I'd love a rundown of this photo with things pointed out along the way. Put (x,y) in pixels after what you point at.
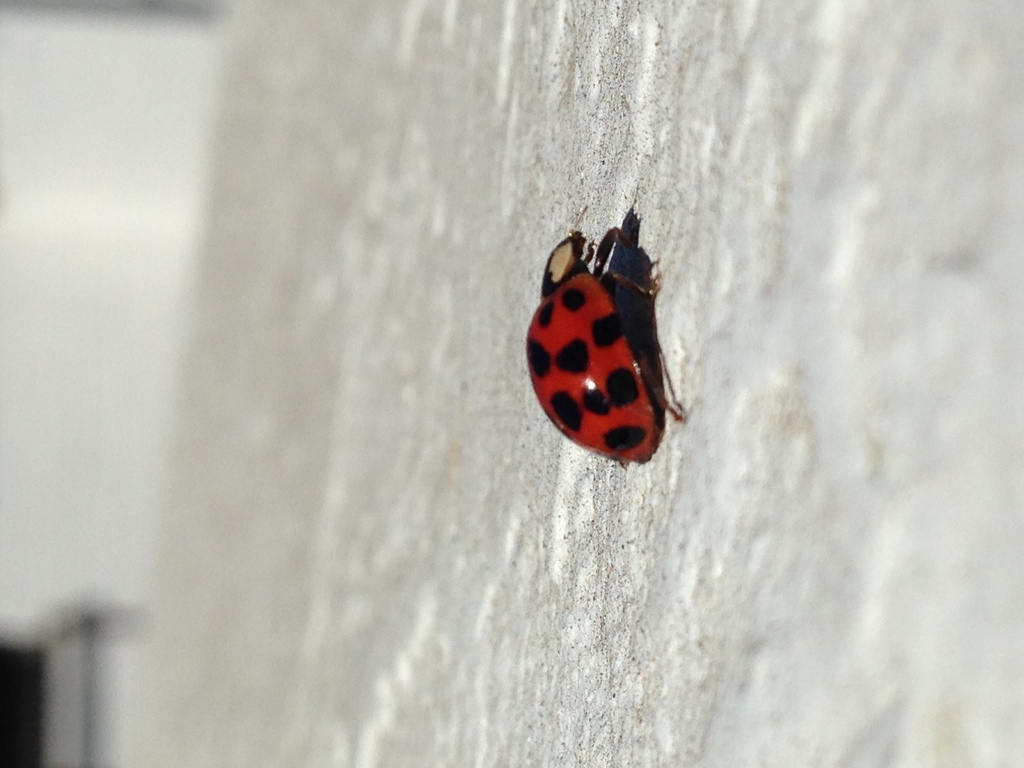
In the image we can see an insect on a wall (415,50).
